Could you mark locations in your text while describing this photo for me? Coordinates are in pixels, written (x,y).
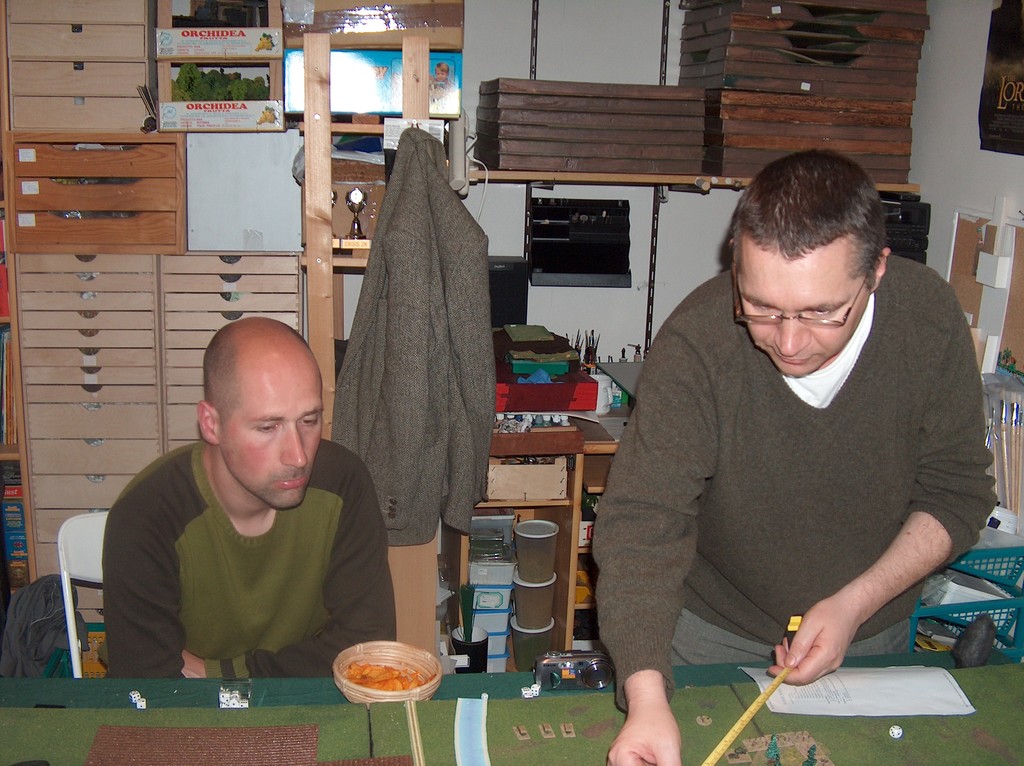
In this image I can see two men (667,503) where one is standing and one is sitting on a chair (59,540). In the background (463,461) I can see a jacket (463,529) and few glasses (529,609).
